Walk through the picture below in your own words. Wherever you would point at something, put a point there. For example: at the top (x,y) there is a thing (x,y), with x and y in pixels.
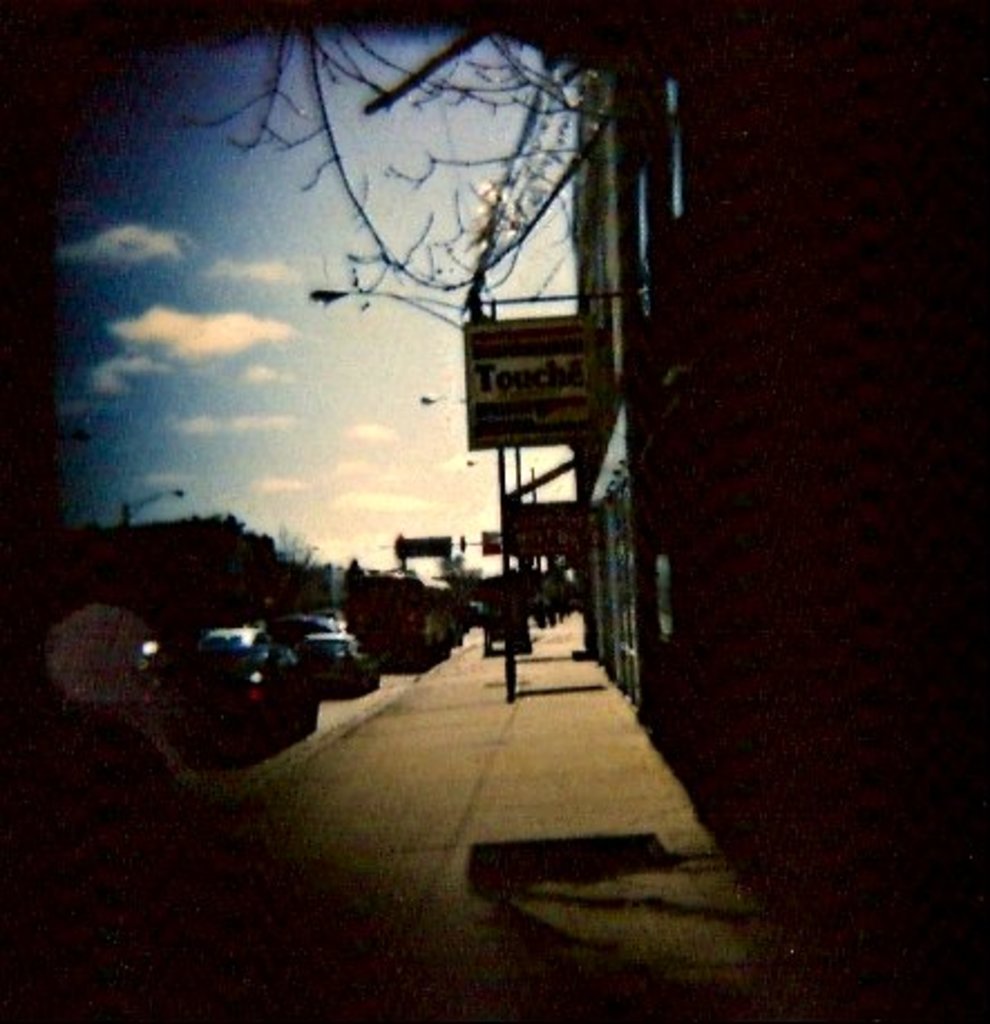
In this image on the right side (777,267) there are some buildings (690,461) poles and boards (586,400), at the bottom (380,754) there is a footpath (495,746). On the left side (226,732) there are some vehicles (276,643), on the road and also there are some buildings (253,573). On the top of the image (153,242) there is sky (291,285) and one tree (408,76).
